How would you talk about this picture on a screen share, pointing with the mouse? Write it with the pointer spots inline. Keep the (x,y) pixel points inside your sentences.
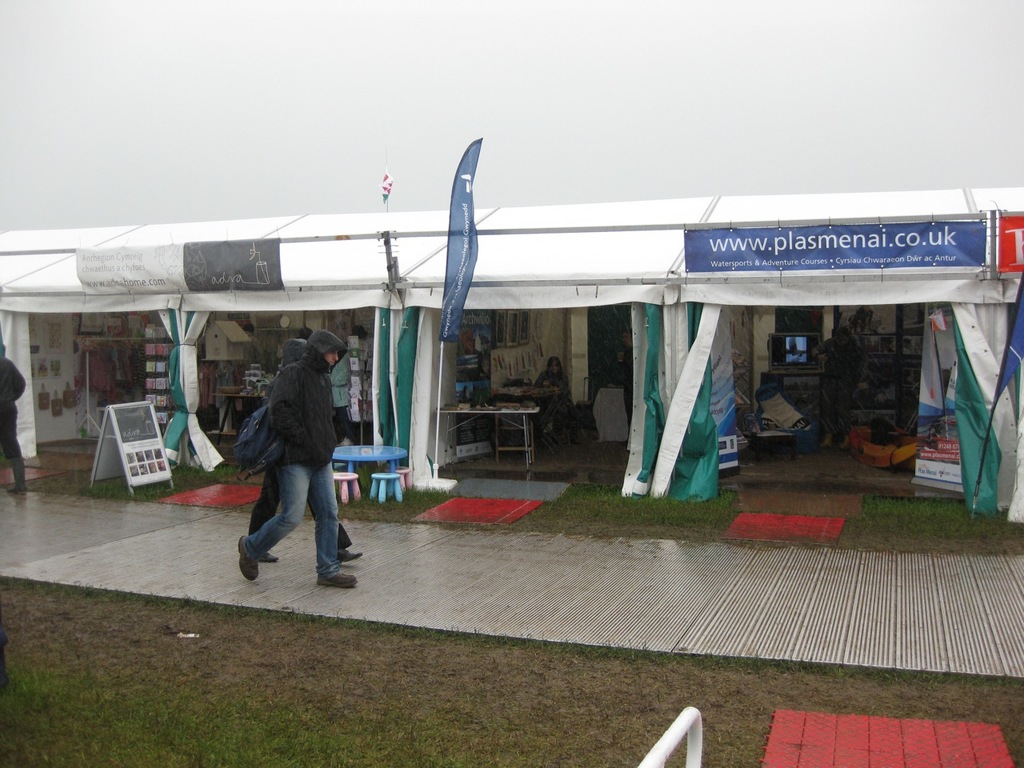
In this image we can see the stalls (590,241) with some objects (357,461), there are some banners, flags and some other objects (480,404), also we can see a few people (269,480), among them two persons (297,513) are walking in front of the stalls (545,257).
